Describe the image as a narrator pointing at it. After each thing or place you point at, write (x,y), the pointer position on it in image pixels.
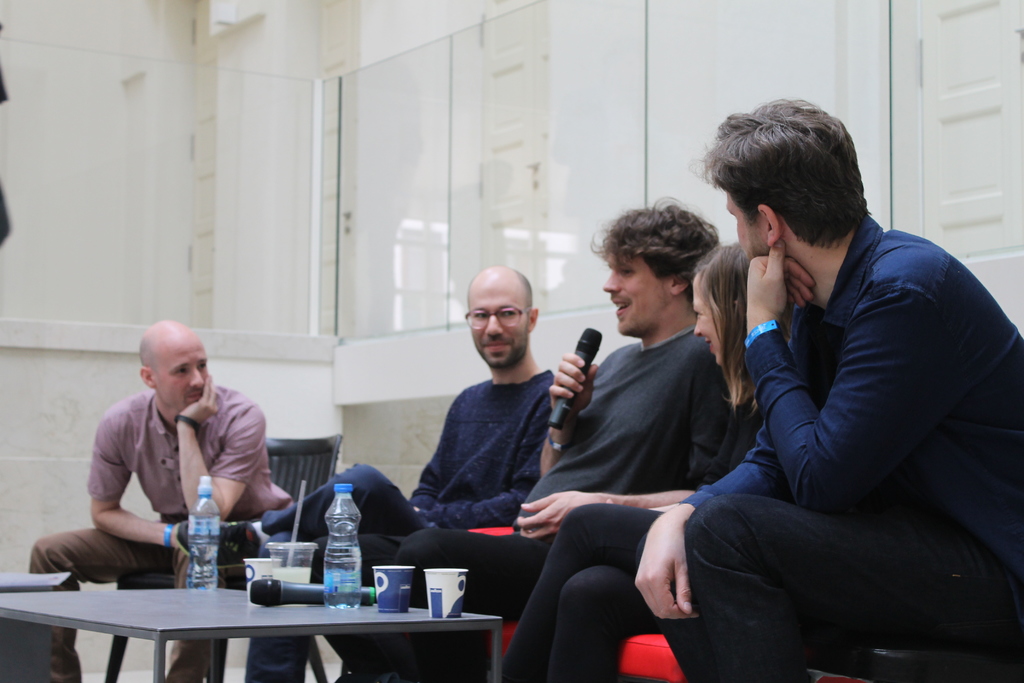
In this image I see 4 men (573,395) and woman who are sitting on a couch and a chair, I see that these 3 (673,298) are smiling and this man (613,291) is holding a mic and there is a table (369,618) in front of them on which there are 2 bottles (344,515), cups (413,576) and a mic (369,601).
